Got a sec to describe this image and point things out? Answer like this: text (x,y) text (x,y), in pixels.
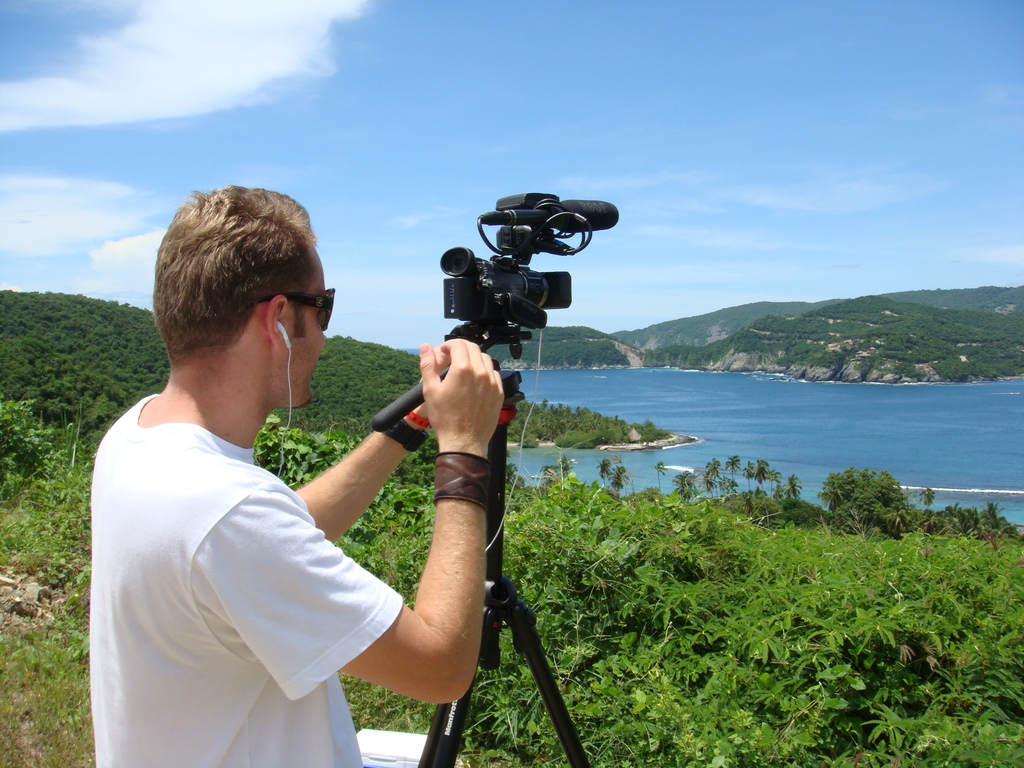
In this image I can see there is a man (330,317) standing and he is holding a video camera (509,283) attached to the stand (499,583) and there are a few plants (519,521) and there is a mountain (99,403) in the backdrop (95,398), there are few trees (137,365) on the mountain (120,390) and there is a sea (683,406) and the sky (630,118) is partly cloudy.
